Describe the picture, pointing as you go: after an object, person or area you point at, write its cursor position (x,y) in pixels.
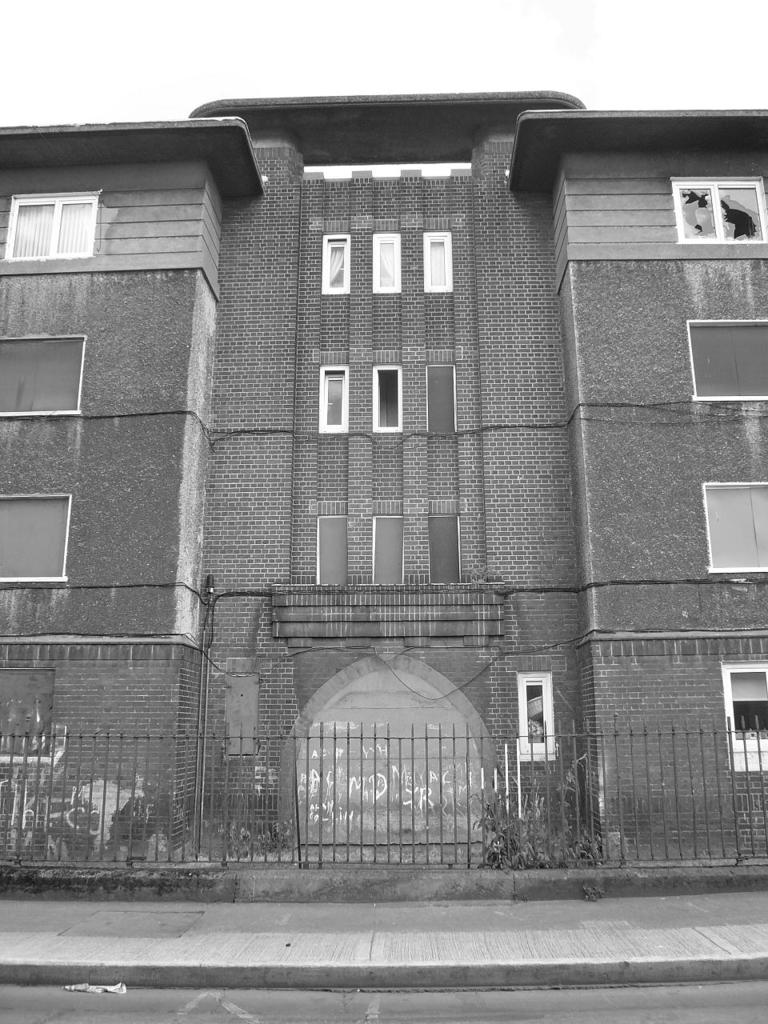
This is a black and white image. Here I can see a building (597,517) and railing (329,835). At the bottom of the image (227,1019) there is a road (659,1005) and footpath (153,934).
